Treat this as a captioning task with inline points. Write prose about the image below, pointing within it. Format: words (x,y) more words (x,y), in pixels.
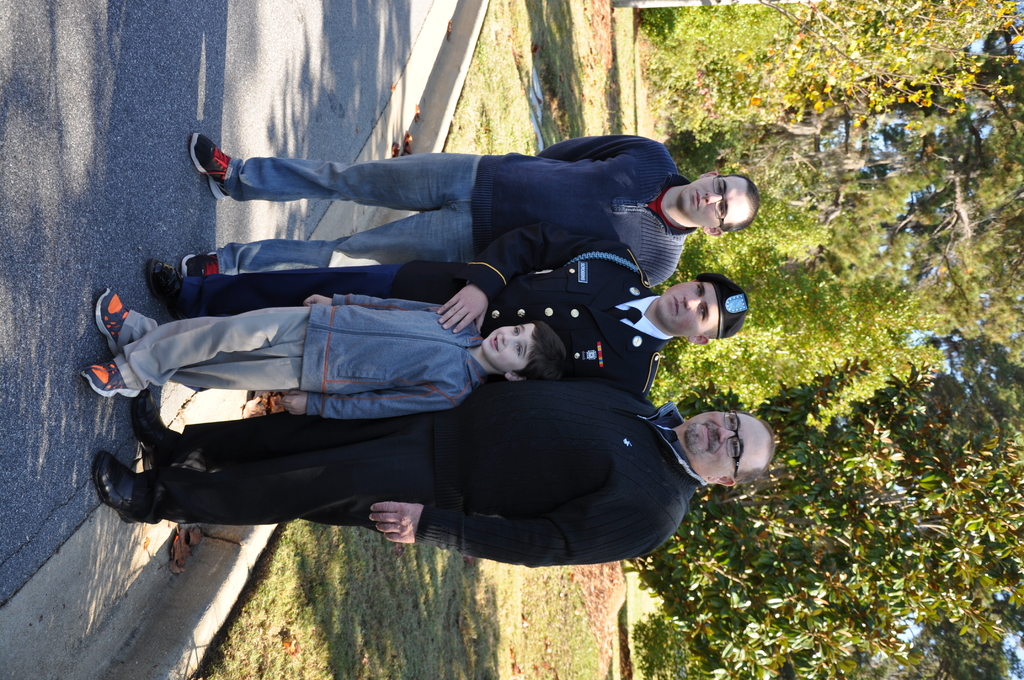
This picture is clicked outside. In the foreground (470,446) we can see the group of persons (580,386) standing on the ground (194,404) and there is a person (621,308) wearing uniform (574,296) and standing on the ground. In the background (679,564) we can see the grass (503,633), trees (780,345) and some portion of the sky (874,129).
